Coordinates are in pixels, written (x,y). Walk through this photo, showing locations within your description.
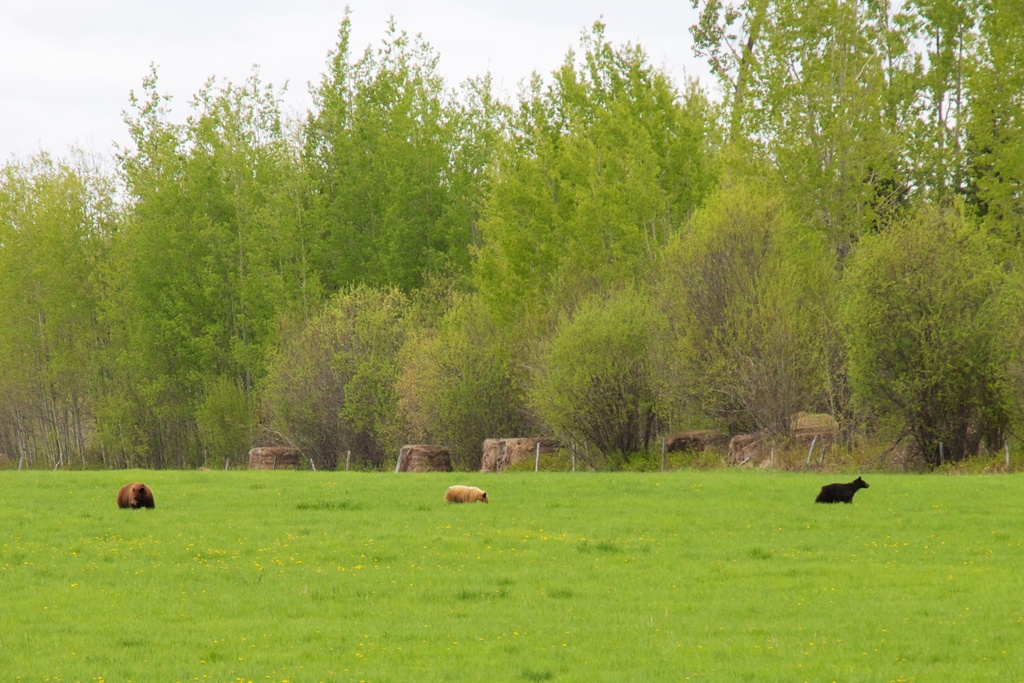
In this picture we can see animals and grass (764,554). In the background (577,290) we can see trees (710,290) and the sky (658,71).
